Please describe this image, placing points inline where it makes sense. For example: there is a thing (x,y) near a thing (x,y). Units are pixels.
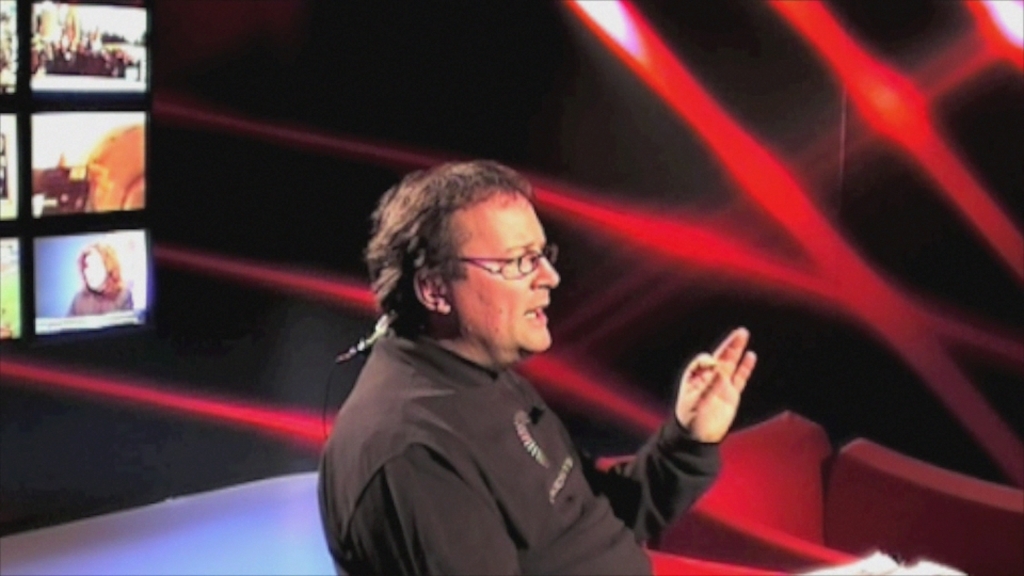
In the image there is a man (499,427), he is speaking something and behind the man (558,451) there are some pictures (63,153) being displayed and beside that there is a red and black decoration (482,65) in the background (338,91).
